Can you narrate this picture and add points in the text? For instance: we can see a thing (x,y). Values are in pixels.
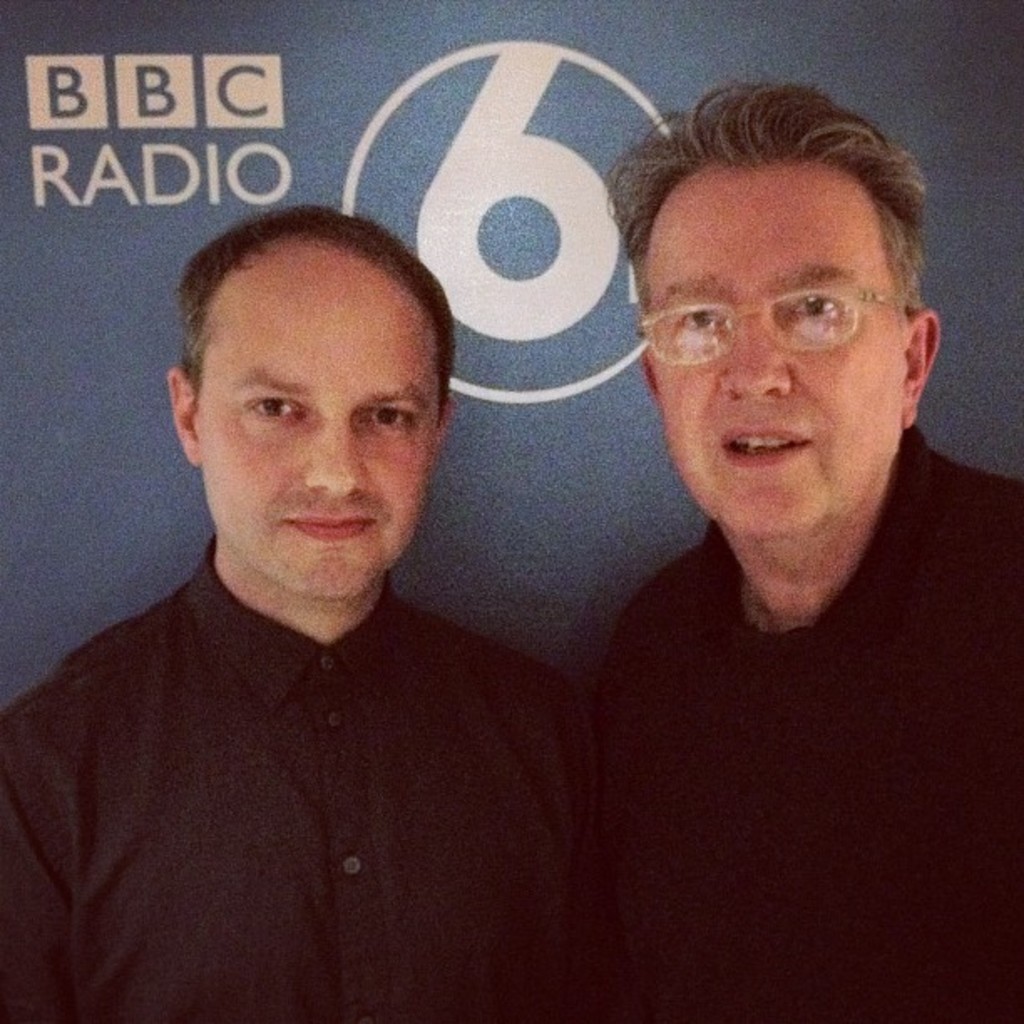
In this image I see 2 men (537,676) who are wearing black dress (643,731) and in the background (211,53) I see the blue wall (211,53) on which something is written.
